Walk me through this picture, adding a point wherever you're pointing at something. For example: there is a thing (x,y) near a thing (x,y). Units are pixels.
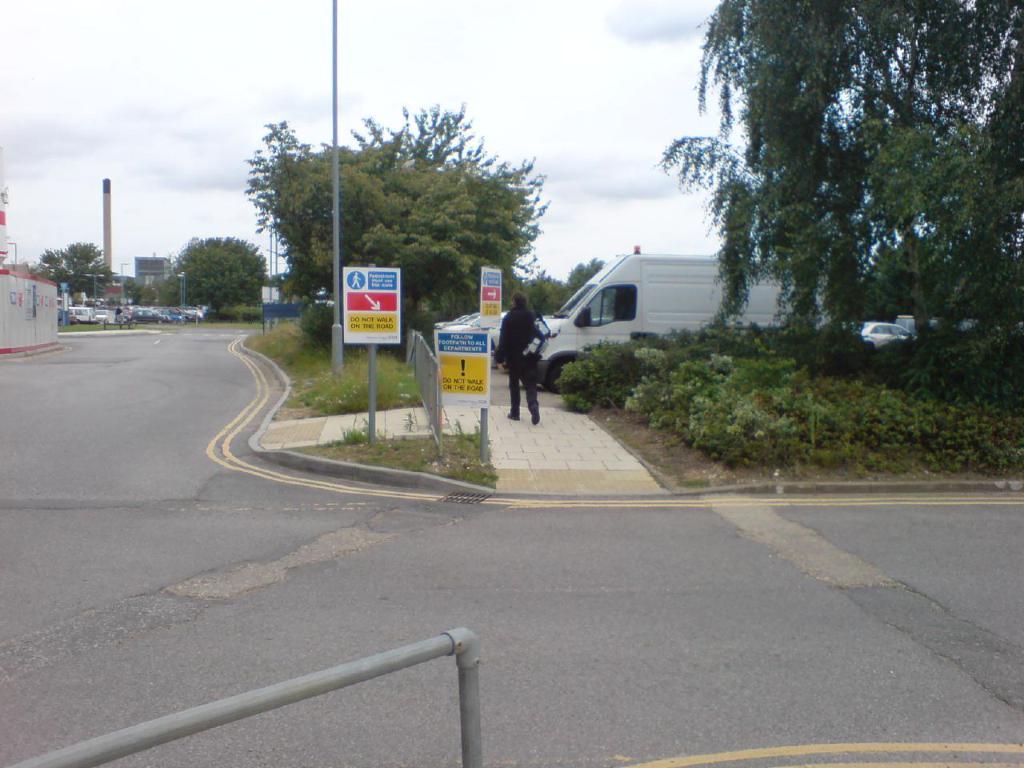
In this image I can see the person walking and I can also see few vehicles (765,312), trees (848,342), few poles (339,229), boards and the sky (541,96) is in white color.
